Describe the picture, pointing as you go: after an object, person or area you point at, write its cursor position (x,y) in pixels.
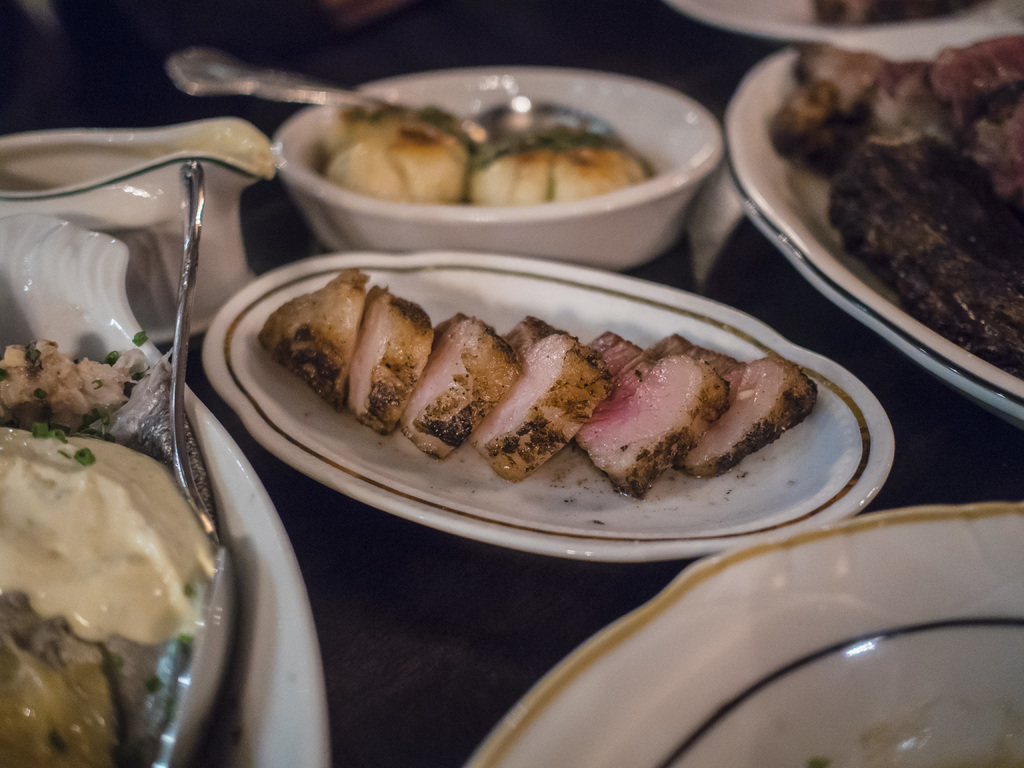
This image consists of food (434,410) which is on the plates (873,473) in the center (364,319).
